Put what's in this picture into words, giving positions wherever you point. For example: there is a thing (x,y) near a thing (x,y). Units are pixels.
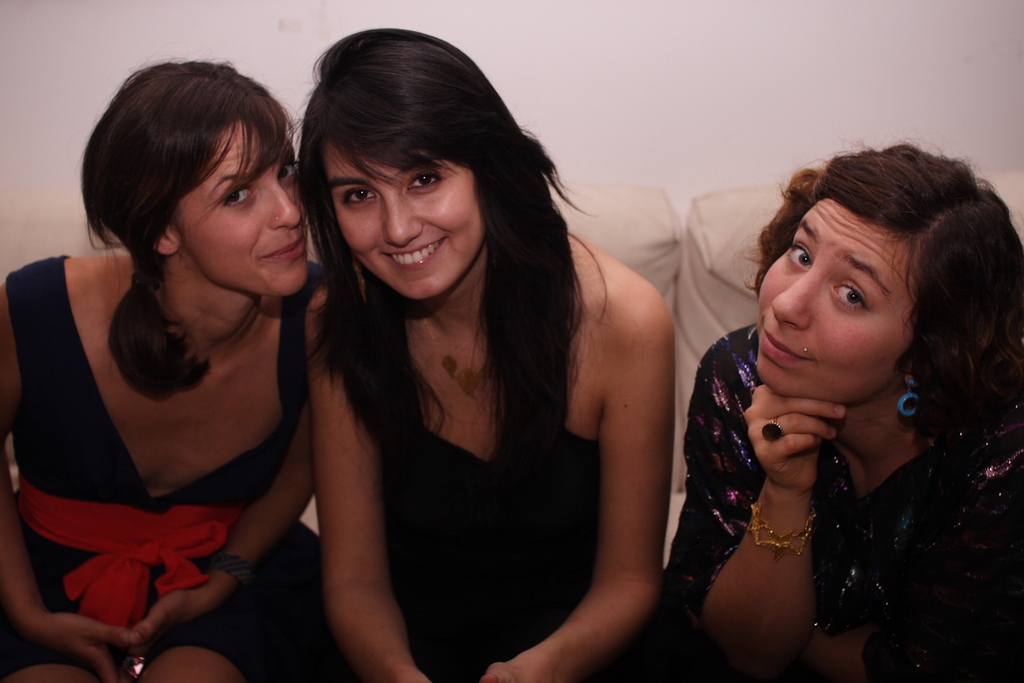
In this image we can see three ladies (506,360) sitting on a sofa (692,240). In the back (542,48) there is a wall (174,39).
